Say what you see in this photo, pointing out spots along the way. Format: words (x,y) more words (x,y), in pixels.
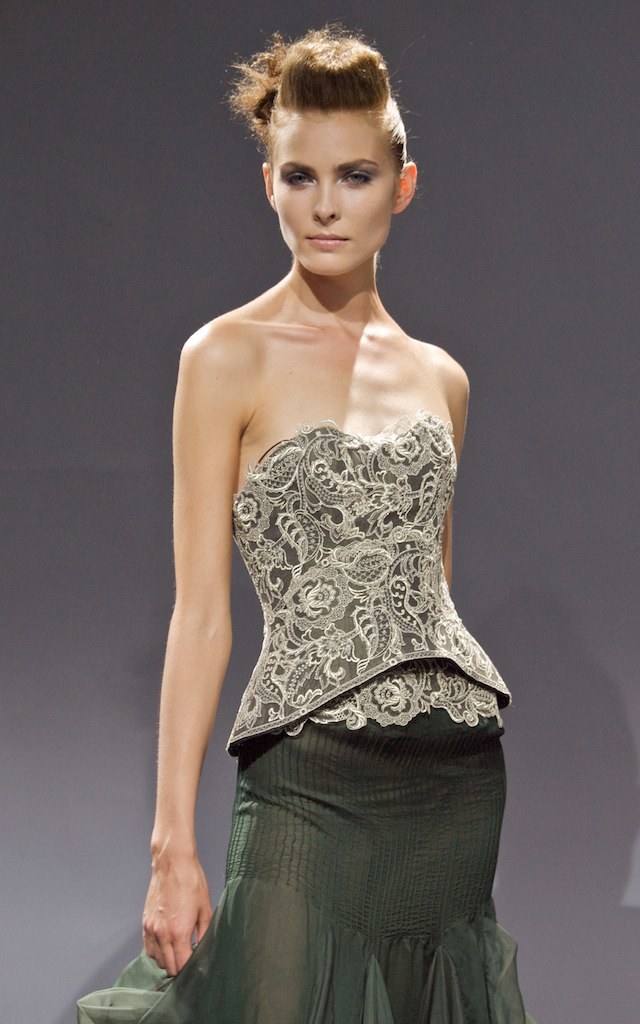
In this picture I can see a woman (328,684) standing.
